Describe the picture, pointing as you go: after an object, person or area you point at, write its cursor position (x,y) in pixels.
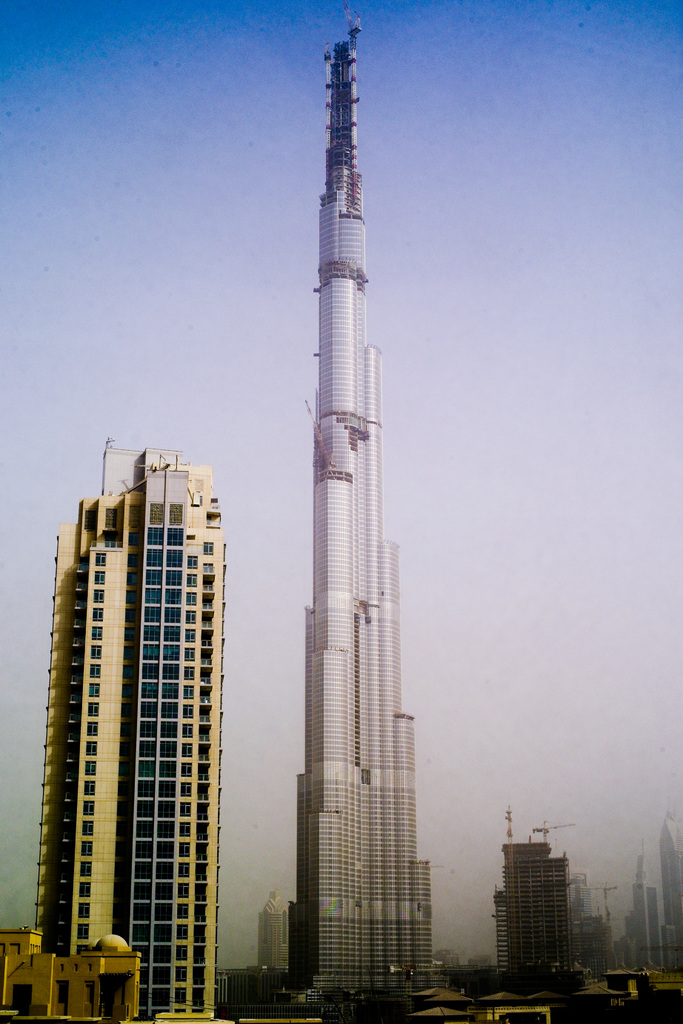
In this image I can see few buildings (672,882) in cream and white color, I can also see few windows (87,833) and the sky (451,423) is in white and blue color.
